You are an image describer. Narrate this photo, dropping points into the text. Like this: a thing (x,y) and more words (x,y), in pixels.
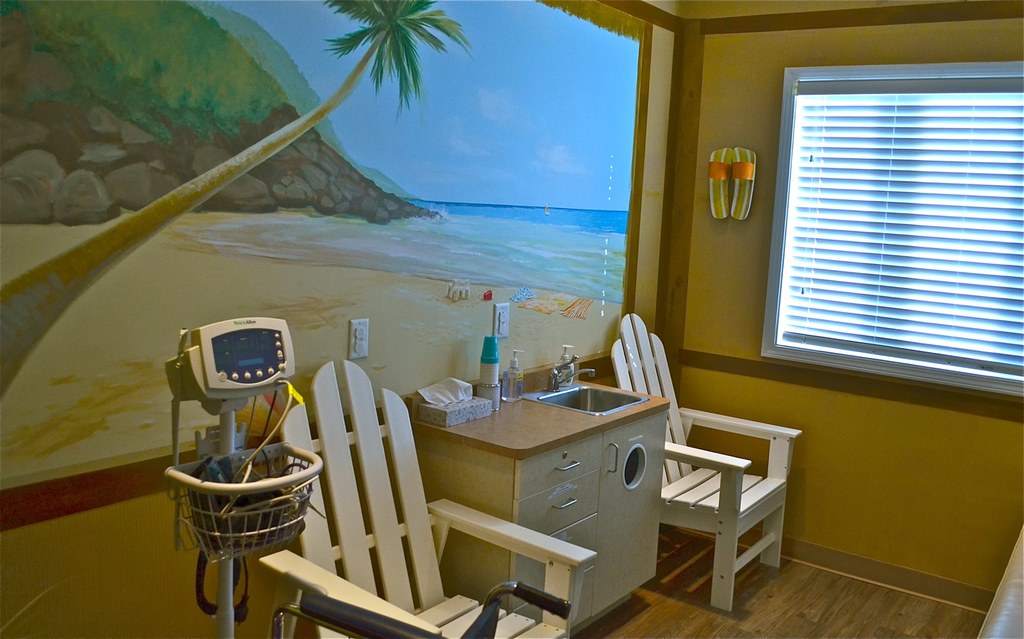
In this image there are chairs (561,565), a wash basin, few bottles (511,395) and papers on the desk (518,413), an object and basket (244,487) with some objects (232,467) to the pole (232,415), an object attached to the wall (514,297), a window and the painting (344,163) of a tree (94,271), water (435,233), mountains (422,214), sky (436,174) on the wall (385,319).
